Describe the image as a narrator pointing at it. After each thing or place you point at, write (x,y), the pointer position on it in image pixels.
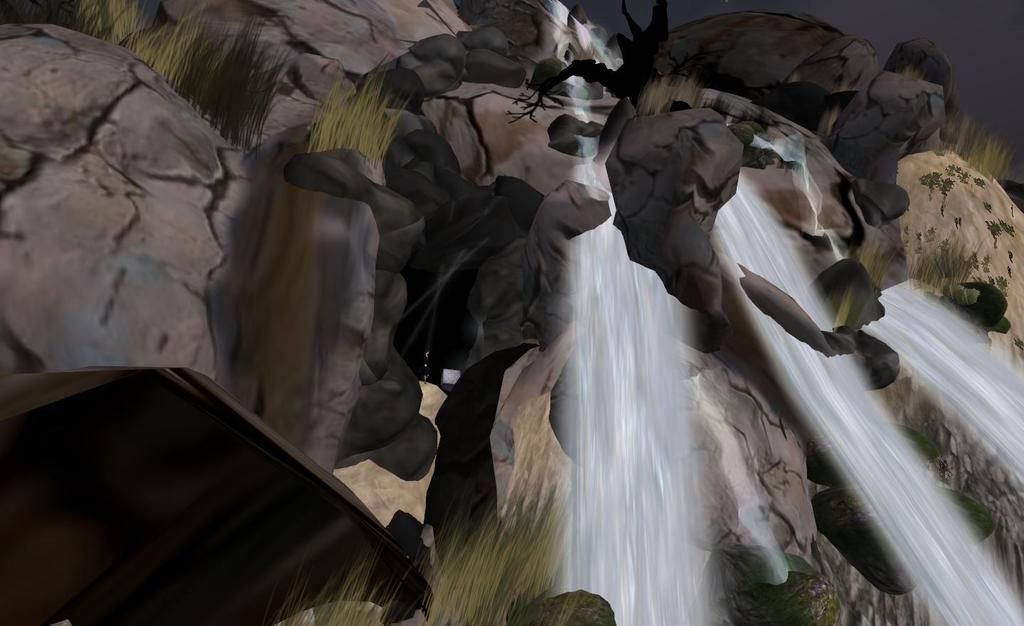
This looks like an animated image. I think this is the waterfall (615,323) with the water (761,256) flowing. These are the hills (418,120). I can see the grass (487,575).
